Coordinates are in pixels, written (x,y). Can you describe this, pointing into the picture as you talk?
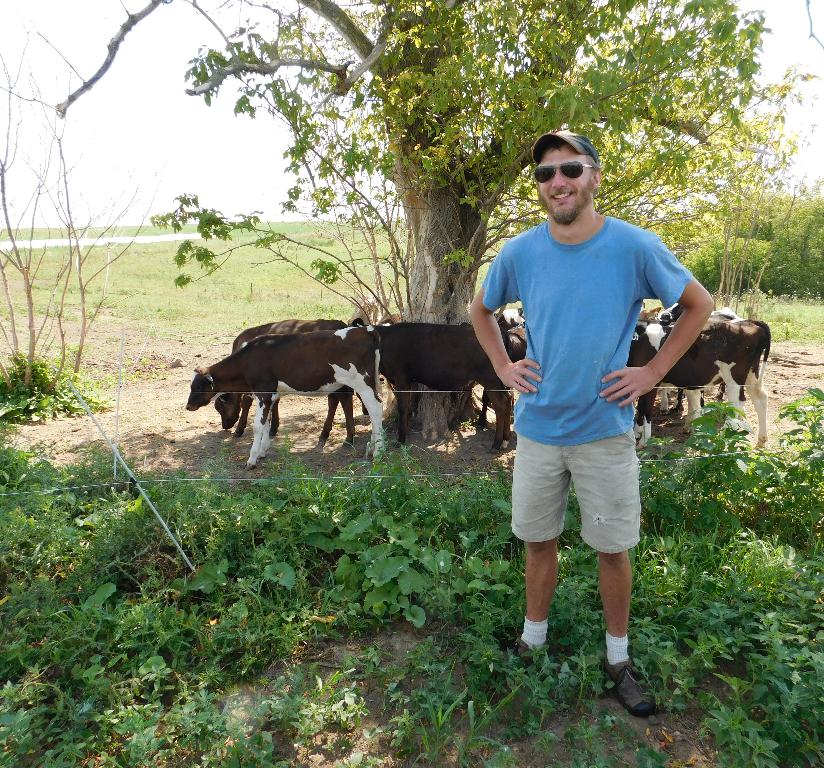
In this picture we can see a man (509,293) wore a cap (593,150), goggles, standing on the ground (565,752) and smiling. At the back of him we can see plants (268,557), fence (235,392), animals (224,383), grass (266,287), trees (308,168) and the sky (205,172).
